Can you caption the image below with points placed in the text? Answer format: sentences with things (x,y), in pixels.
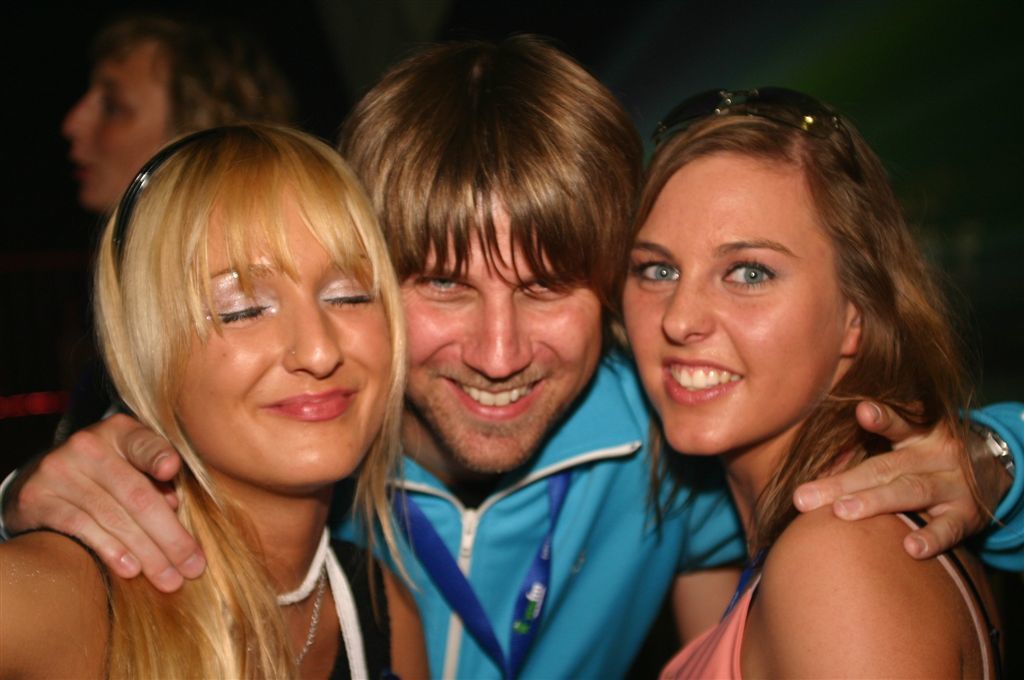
In this image we can see one man (471,615) and two women (830,602). Man (562,647) is wearing blue color jacket (560,576) and tag (484,621) in his neck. One woman (350,572) is wearing black top (376,650) and the other one (748,643) is wearing pink color top (713,652). Behind one more person (157,137) is there.
